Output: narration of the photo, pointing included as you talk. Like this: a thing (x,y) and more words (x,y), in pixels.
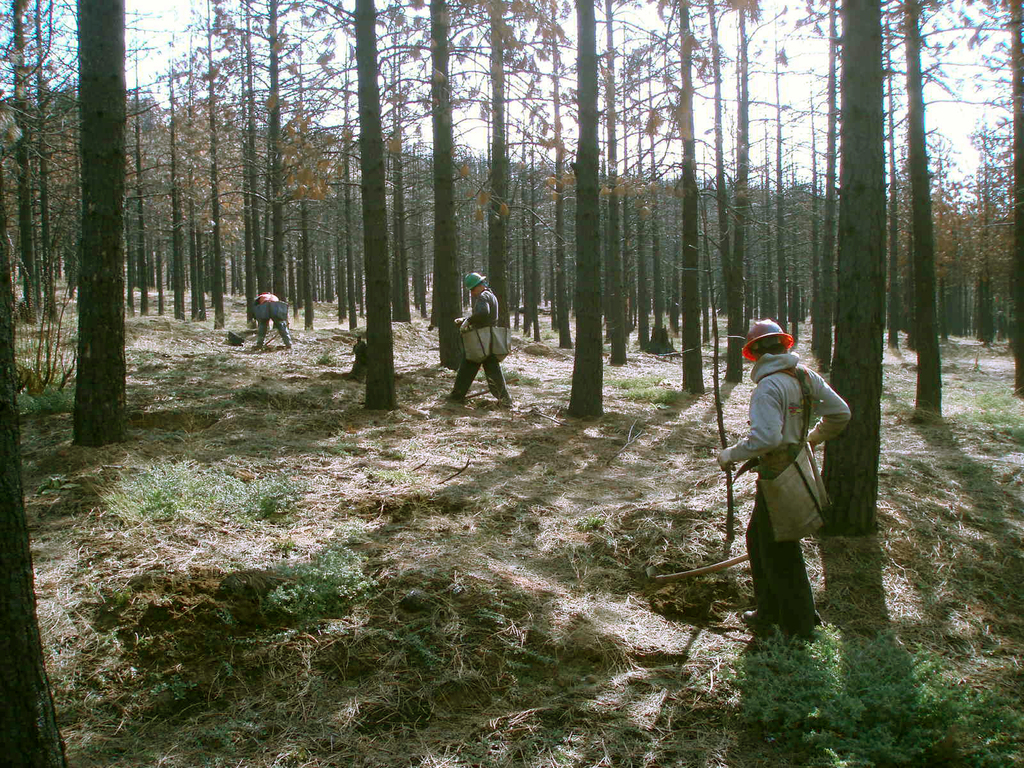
In this image we can see some people (763,443) standing on the ground (545,497) wearing the helmets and the bags (817,498). In that a person (780,447) is holding the branch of a tree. We can also see a group of plants (820,655), the bark (738,352) of the trees (578,413), a group of trees (723,282) and the sky (751,165) which looks cloudy.
